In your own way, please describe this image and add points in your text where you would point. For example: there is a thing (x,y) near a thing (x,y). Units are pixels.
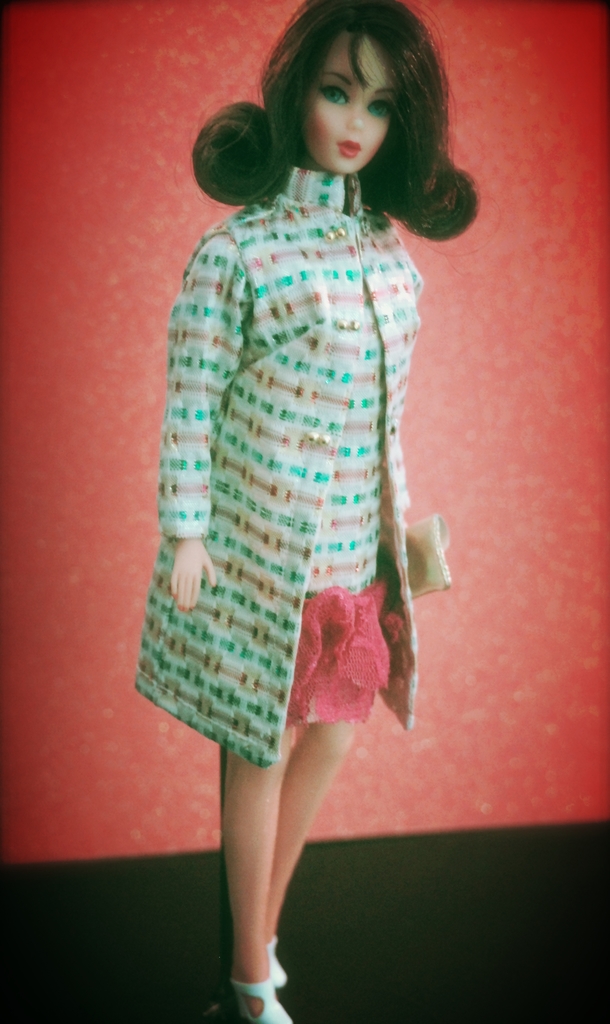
In this image, we can see a doll (310,579) on the surface (297,933). The background of the image (560,441) is red.
